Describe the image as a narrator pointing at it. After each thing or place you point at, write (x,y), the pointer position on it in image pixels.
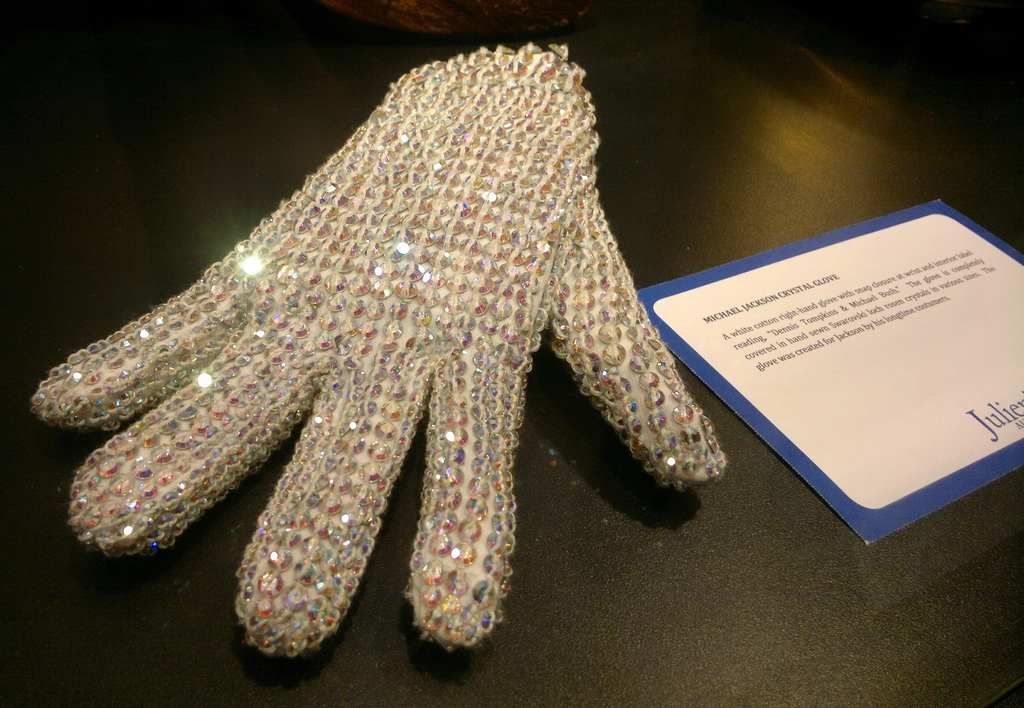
In this image we can see a card (982,457) with some text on it and a glove (461,489) which are placed on the surface (562,604).
